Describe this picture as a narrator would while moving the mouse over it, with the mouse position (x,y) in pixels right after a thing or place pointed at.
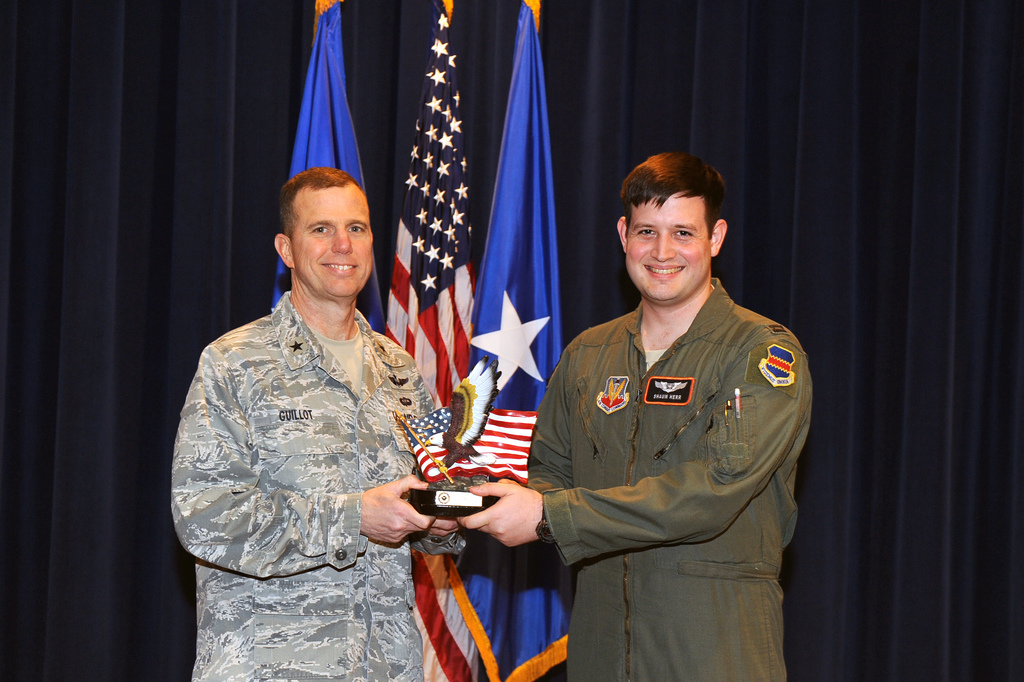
In this image in the center (653,455) there are two persons (301,544) who are standing and they are holding a trophy (459,508), in the background (528,153) there are some flags (517,132) and poles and a curtain (796,185).
